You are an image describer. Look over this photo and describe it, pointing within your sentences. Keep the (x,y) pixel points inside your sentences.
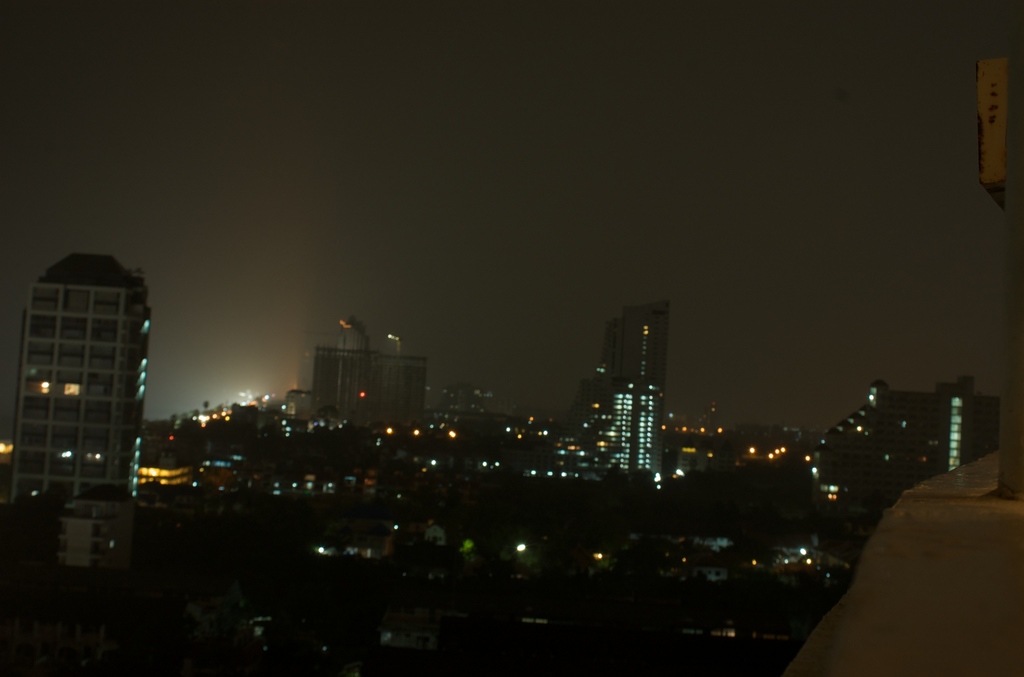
This picture is taken in the dark. This is an image of a city (687,439) in the dark. I can see buildings (82,418) with some lights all over the city (657,443). At the top of the image (281,68) I can see the sky (477,239).
